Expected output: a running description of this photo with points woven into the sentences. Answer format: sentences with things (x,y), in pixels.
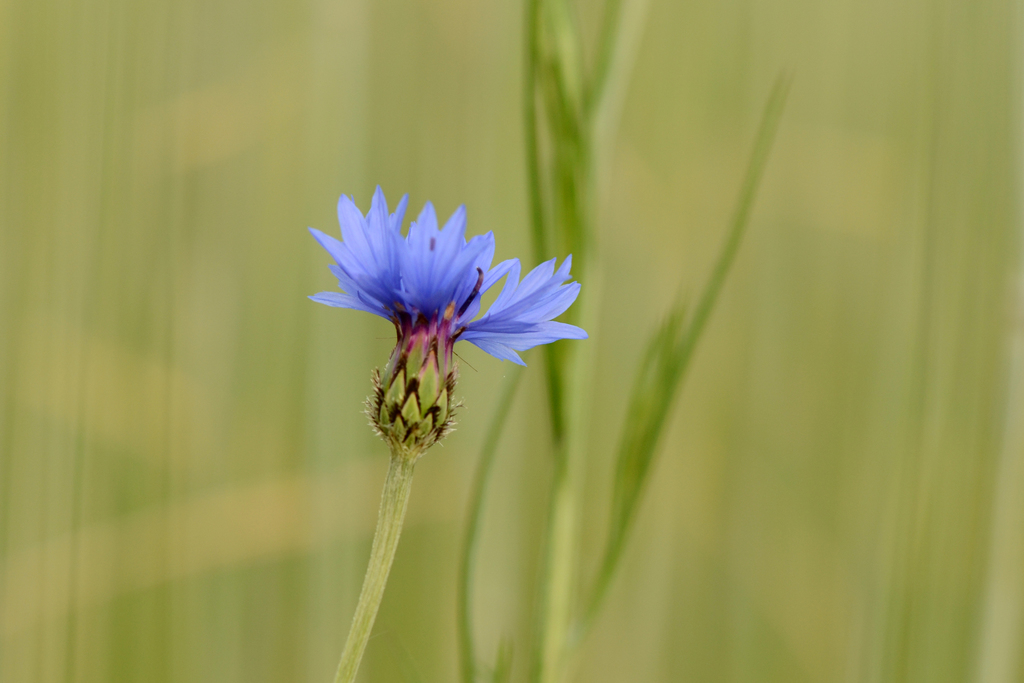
In this picture we can see a flower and plants (662,380). Background (804,474) is blurry.
